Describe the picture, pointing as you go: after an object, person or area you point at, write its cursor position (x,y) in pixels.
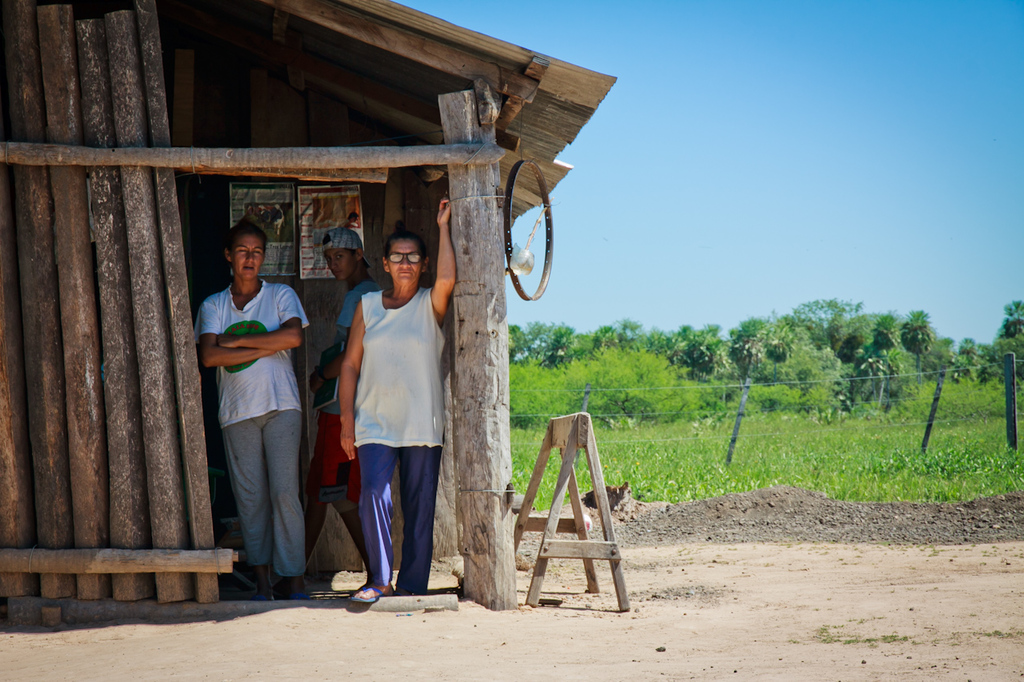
In this picture there are three people (403,265) and we can see shed (521,154), poles (495,273), wheel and wooden object (551,533). We can see plants (844,403) and fence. In the background of the image (673,376) we can see trees (864,342) and sky (817,276).
